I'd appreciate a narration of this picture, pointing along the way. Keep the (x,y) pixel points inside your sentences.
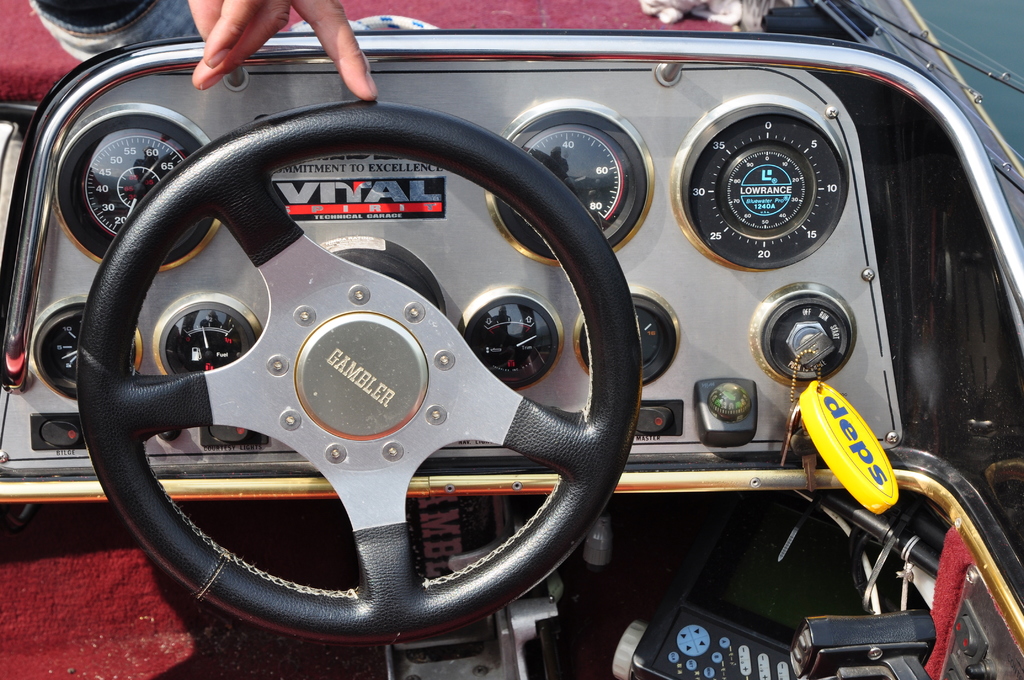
In this image we can see steering (559,211), meters (514,235), keys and some other parts (748,383) of a vehicle (750,504). Also there is text (360,198) on the vehicle (367,385). On the steering (363,384) we can see text (348,372). At the top (248,24) we can see fingers (253,19) of a person (227,32).
